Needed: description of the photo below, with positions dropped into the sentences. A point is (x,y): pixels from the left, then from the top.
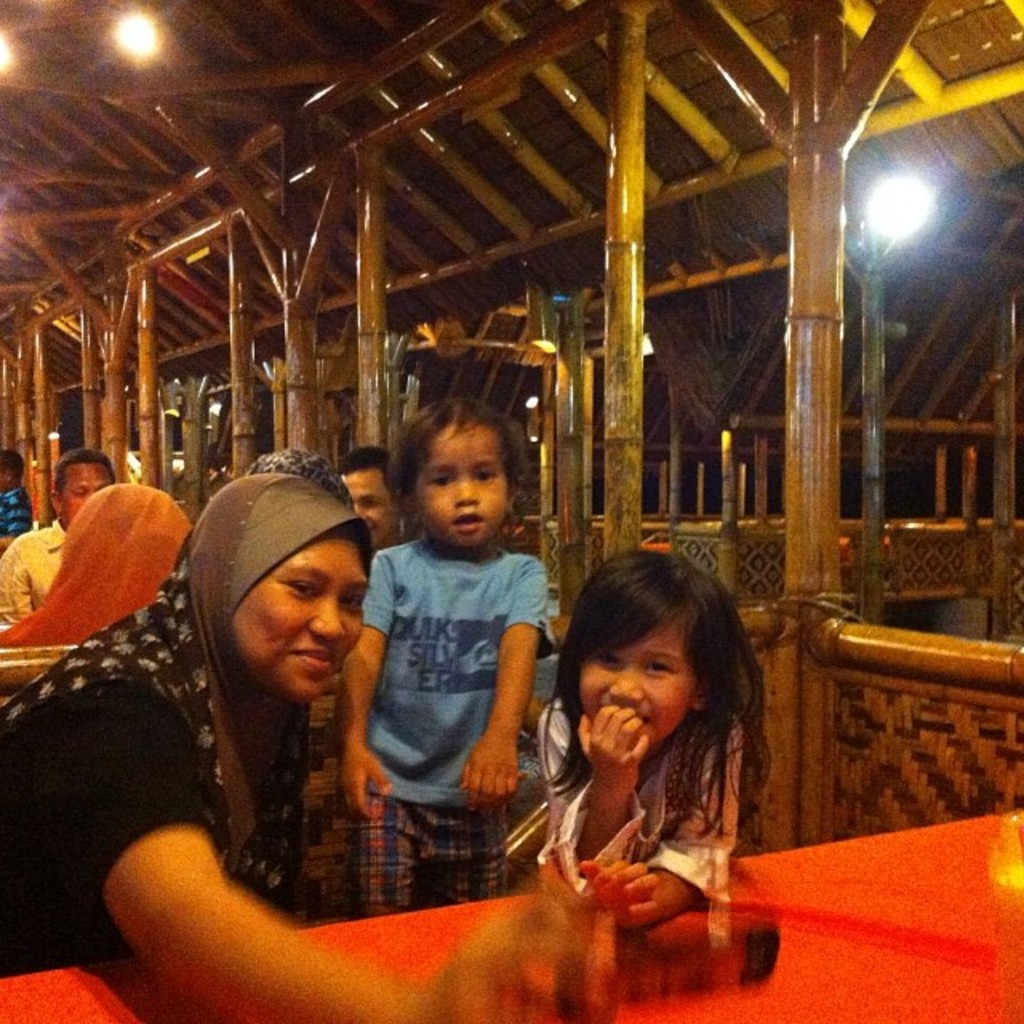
In this image, there are group of people (290,466) visible. In the foreground (431,708) there are three person (280,821). At the bottom of the image (976,1019), there is a table (424,942) which is orange in color. On the roof top (201,9), there is a light (143,57). The picture looks as if it is taken inside the bamboo hut (33,354).
